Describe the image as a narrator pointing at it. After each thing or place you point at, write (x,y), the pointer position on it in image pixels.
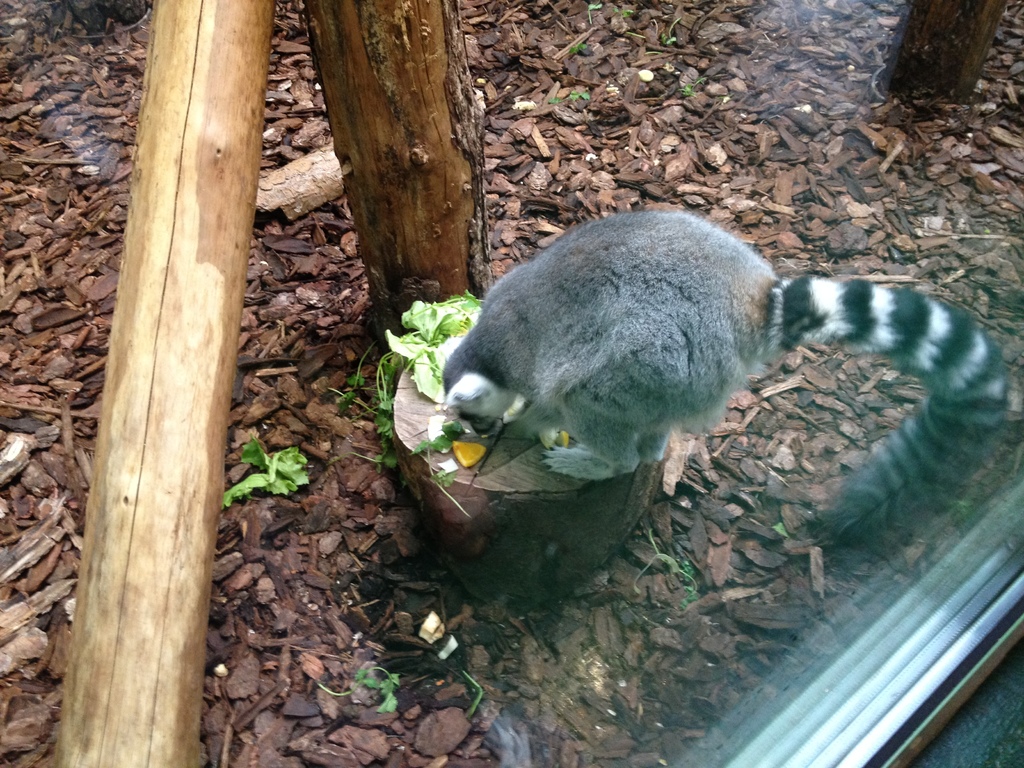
In the center of the image (514,366) a lemur (588,327) is present. In the background of the image (605,70) bark pieces (816,125) are there. On the left side of the image (240,201) wood logs (186,44) are present.
